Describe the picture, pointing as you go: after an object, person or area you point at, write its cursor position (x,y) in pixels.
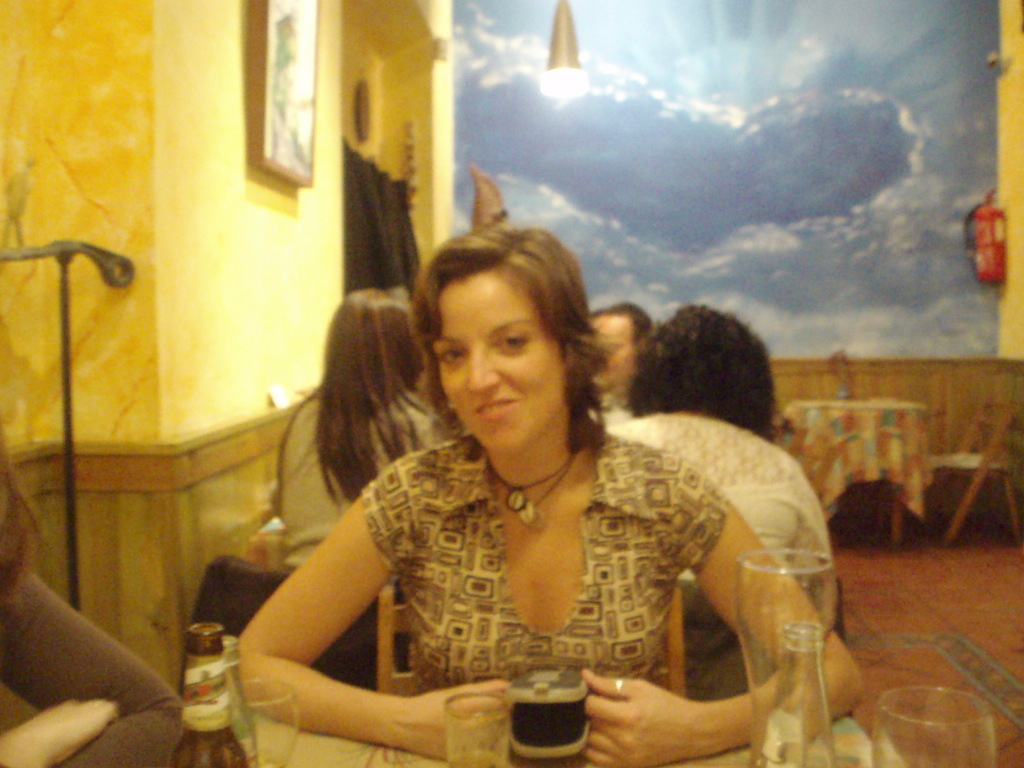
In this image there is a woman (545,558) sitting in chair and in table (344,746) there are bottle (215,758), glass (475,702), pouch (548,739), and in back ground (799,490) there are group of persons (724,436) sitting, wall poster (793,294), light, curtain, fire extinguisher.
